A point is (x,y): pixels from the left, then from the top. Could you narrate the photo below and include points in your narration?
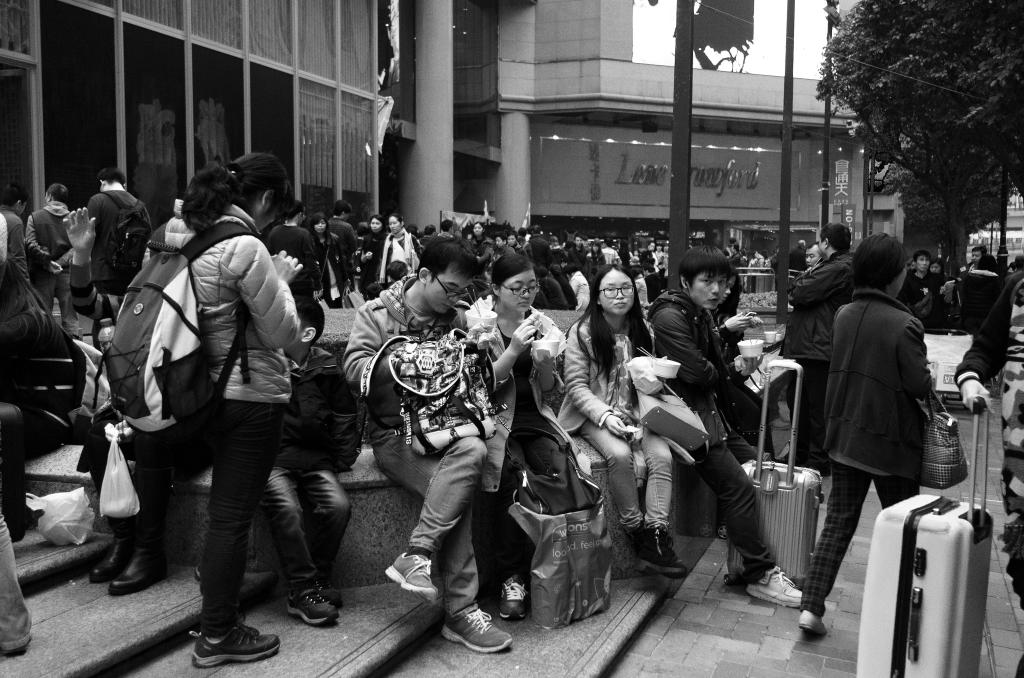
In the image we can see there are people (702,379) who are sitting on the road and at the back (979,146) there is a building (446,188) and there are trees (980,12) and the image is in black and white colour.
